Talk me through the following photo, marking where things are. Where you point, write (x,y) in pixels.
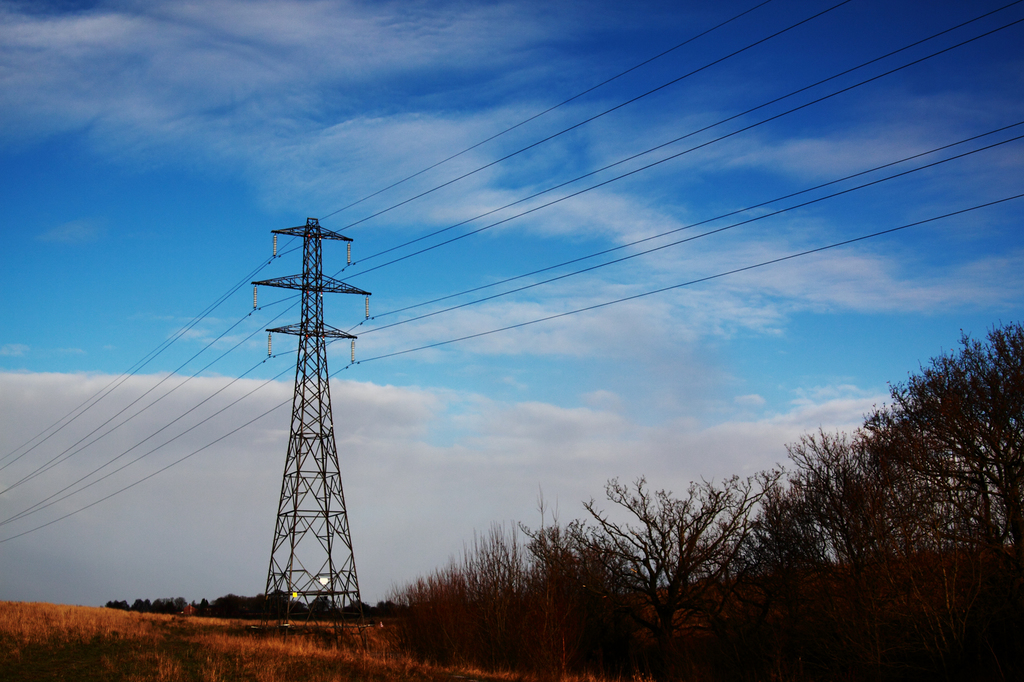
In this image I can see trees (484,589), background (480,456) I can see an electric tower (277,254) and sky (453,232) is in blue and white color.
